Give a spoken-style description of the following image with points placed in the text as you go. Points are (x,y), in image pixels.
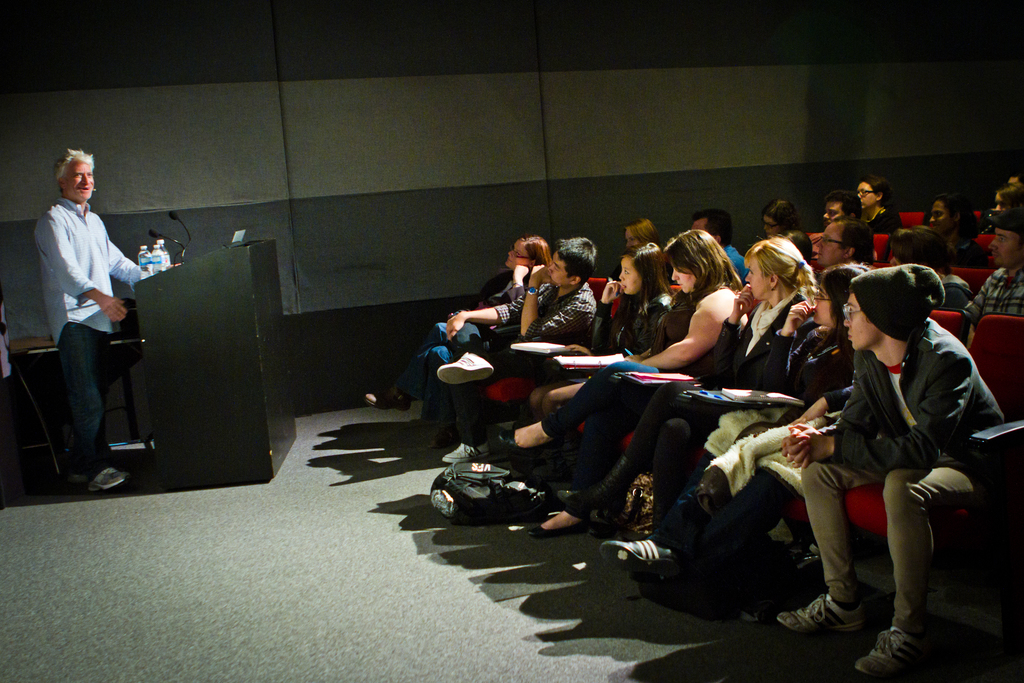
On the right side of the image (805,387) there are people (646,394) sitting on the chairs (960,312). In front of them there is a person (129,279) standing in front of the dais (229,357). On top of the dais (182,278) there are water bottles (164,265) and mike's (177,239). Behind him there is some object (119,441). At the bottom of the image (236,579) there is a floor (198,597). In the background of the image (548,155) there is a wall (474,111).
